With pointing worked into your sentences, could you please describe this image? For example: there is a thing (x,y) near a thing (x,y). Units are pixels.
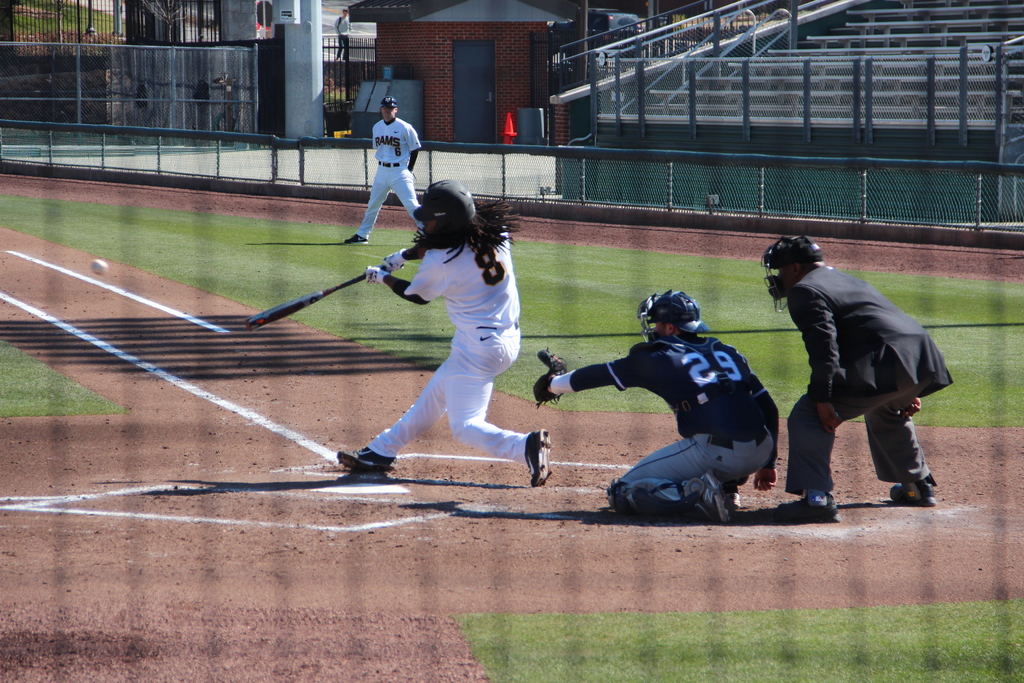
The picture is taken from a net (158,222). This is a picture of people (479,214) playing baseball in a ground (407,362). In the center of the picture (492,355) there is a player (457,298) holding bat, keeper (711,376) and an umpire (845,339). In the background (403,137) there are railing (159,82), building (404,54), people (394,165), trees (161,12), benches (625,73), soil (699,233) and a person (394,151).
